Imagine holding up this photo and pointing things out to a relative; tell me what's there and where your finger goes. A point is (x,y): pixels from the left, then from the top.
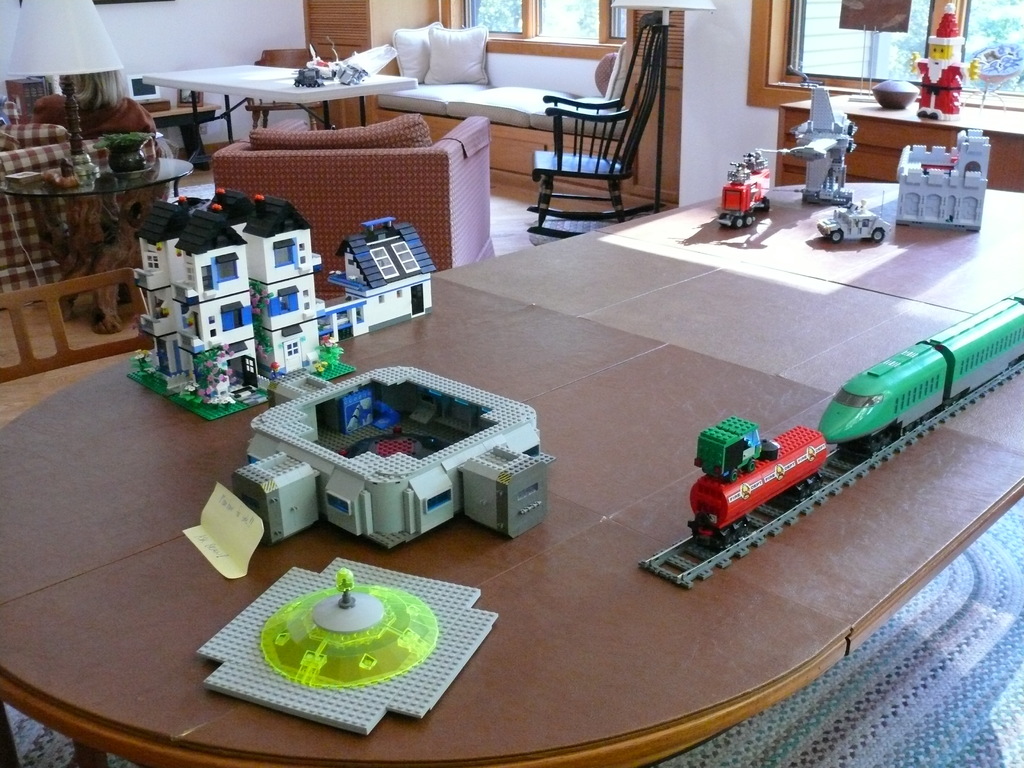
In the image there is a lego home (236,281), train (1006,360), cars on the table (649,336), in the back side (340,144) there is sofa set (355,144) and chairs (592,134). This seems to be inside a living room (596,86).
